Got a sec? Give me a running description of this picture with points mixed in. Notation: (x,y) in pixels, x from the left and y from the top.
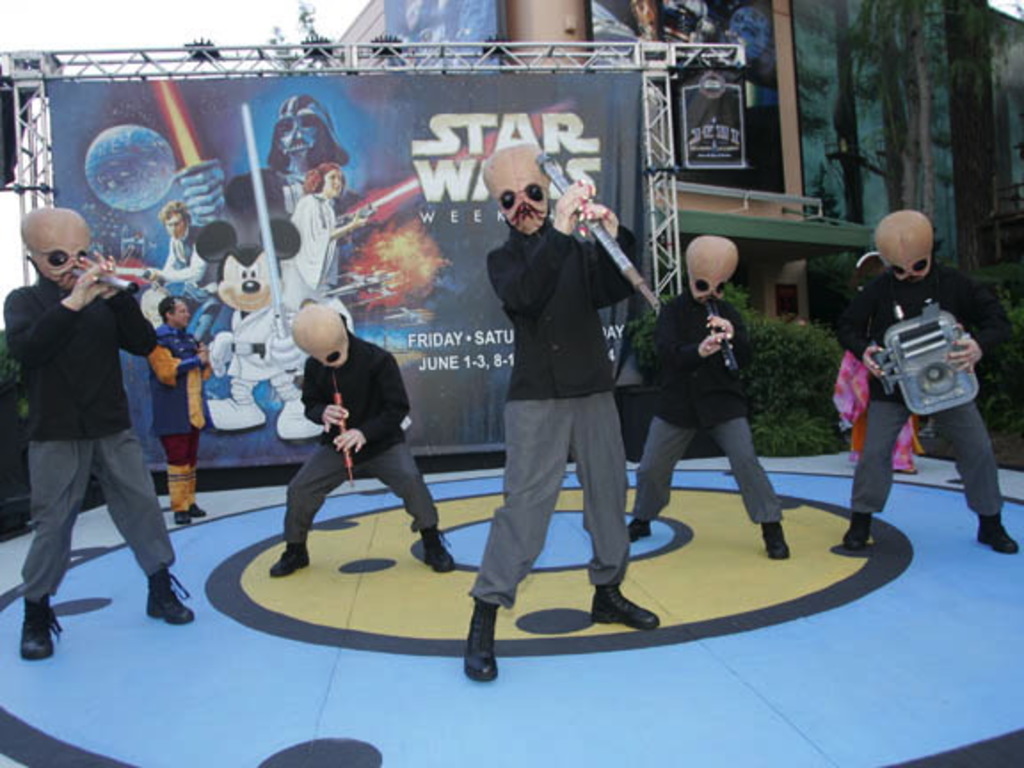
In this image, we can see a group of people (853,381) are standing and holding some objects (938,403). Background (540,21) we can see a banner (450,114), posters (490,33), hoardings (487,16), building (698,207), wall (532,39), rods (46,203), plants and sky (4,273).
